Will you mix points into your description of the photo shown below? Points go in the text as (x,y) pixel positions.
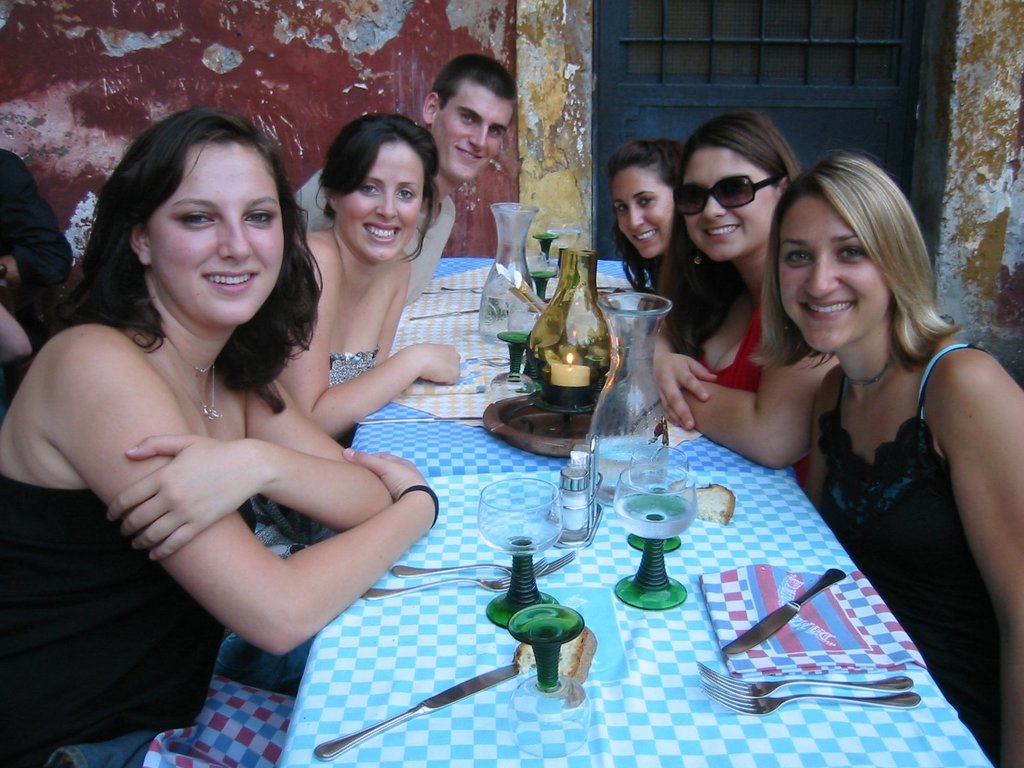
In this picture we can see some people (288,455) sitting in front of a table (434,648), we can see glasses (627,509), forks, knives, jars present on the table (341,673), in the background (510,59) there is a wall (585,131), this woman (736,265) wore goggles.
